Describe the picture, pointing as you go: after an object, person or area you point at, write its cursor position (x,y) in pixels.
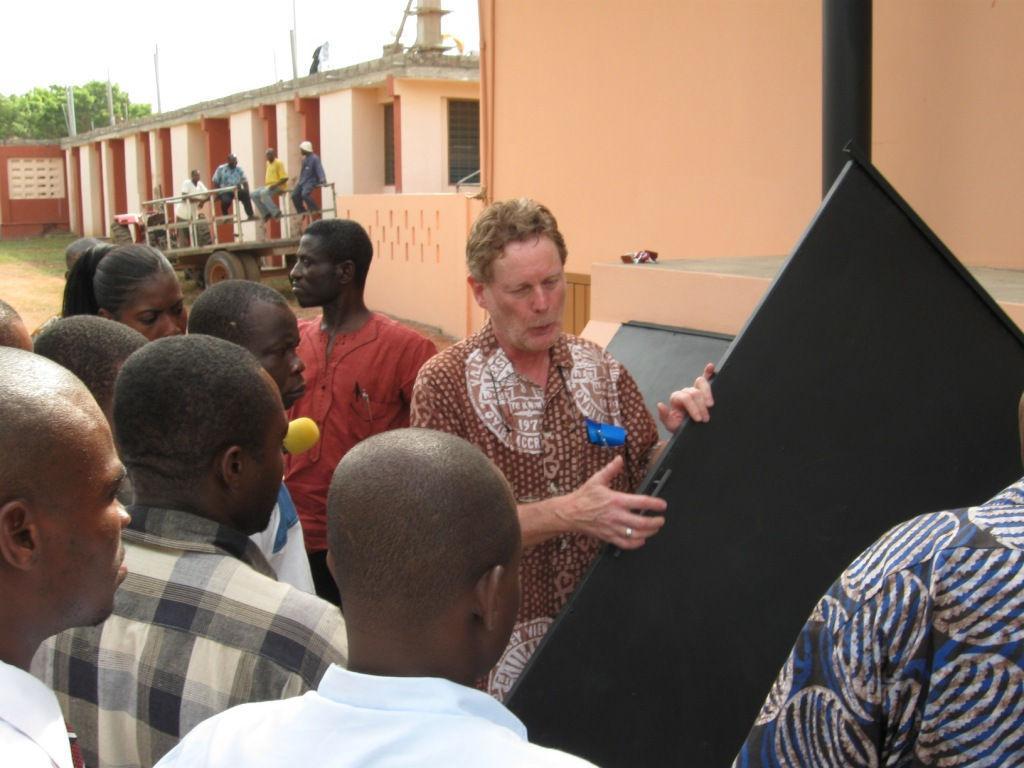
In this image there are a few people (261,575) standing, one of them is holding an object (790,283), behind them there are a few people (295,195) sitting in the vehicle (257,251). In the background (735,163) there are buildings (409,149), trees (25,93) and sky (278,20).
